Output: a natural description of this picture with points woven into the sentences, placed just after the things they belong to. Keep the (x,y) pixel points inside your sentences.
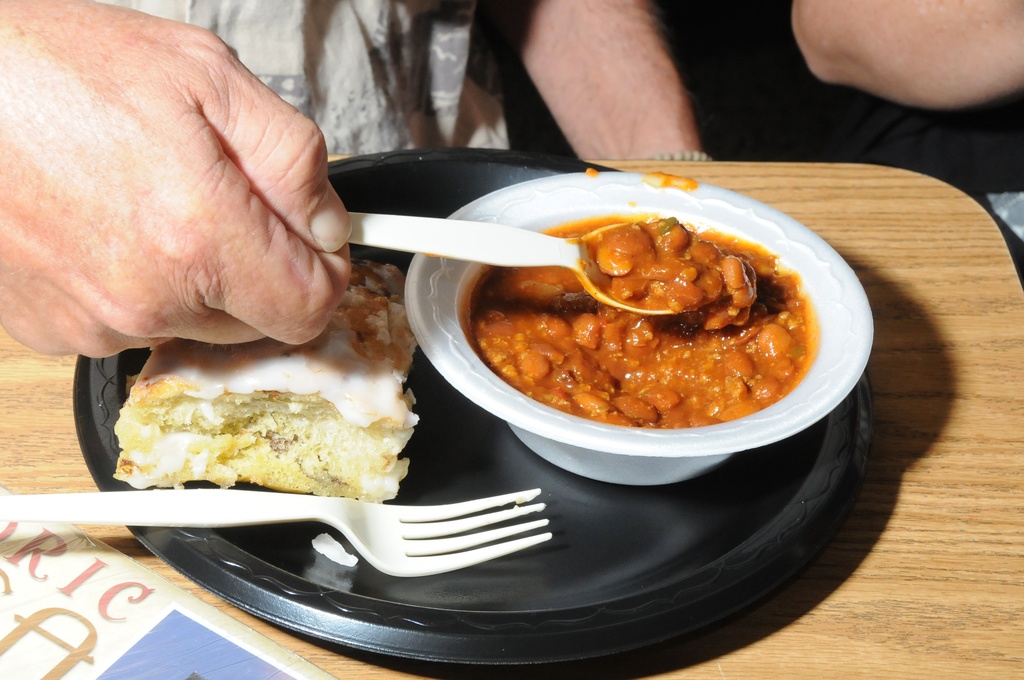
In the center of the image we can see one table (957,540). On the table (926,537), we can see one plate (797,556) and a paper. In the plate (602,494), we can see one bowl (578,452), fork (417,514) and some food items (331,362). On the left side of the image (227,297), we can see one human hand (312,311) holding a spoon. In the background (991,205), we can see human hands (620,145) and a cloth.
